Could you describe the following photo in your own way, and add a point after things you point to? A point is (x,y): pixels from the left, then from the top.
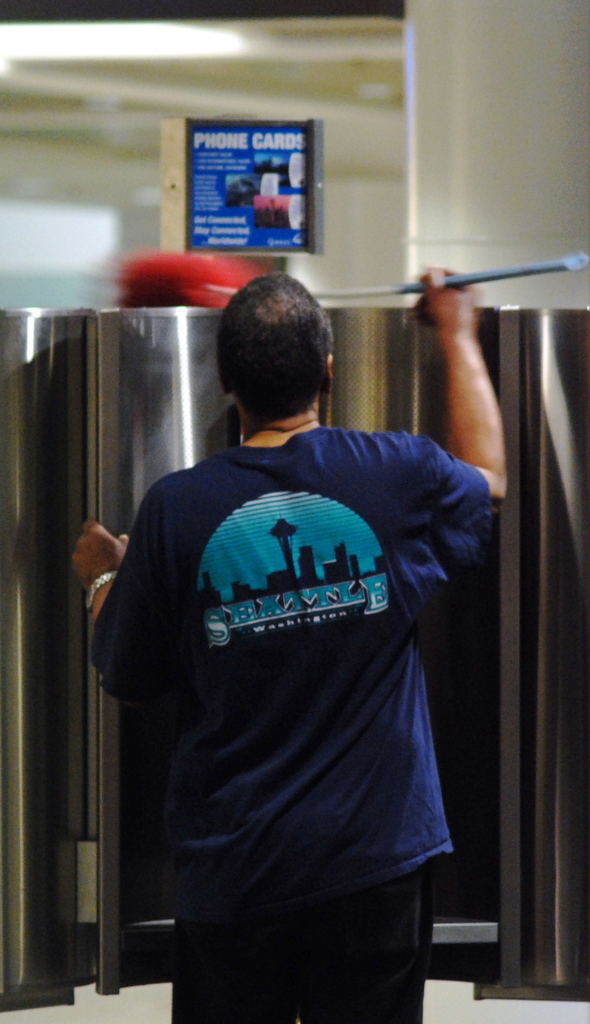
In this image there is a man (299,654) who is removing the dust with the brush (196,266). In front of him there is a metal cage (153,394).
